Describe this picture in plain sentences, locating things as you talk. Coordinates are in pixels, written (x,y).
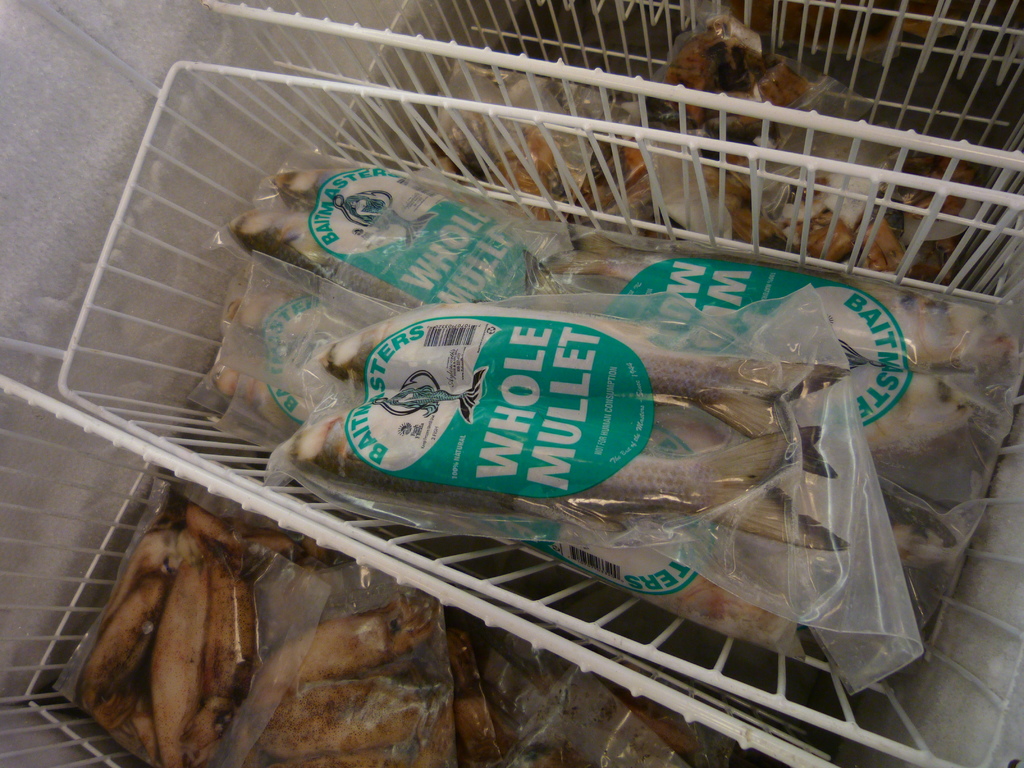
In the center of this picture (428,393) we can see the metal baskets (933,759) containing the packets (402,271) of the sea foods (302,656) and we can see the text (583,397) and the depictions (461,396) of sea animals (441,400) and the bar codes (442,336) on the packets (554,336).
